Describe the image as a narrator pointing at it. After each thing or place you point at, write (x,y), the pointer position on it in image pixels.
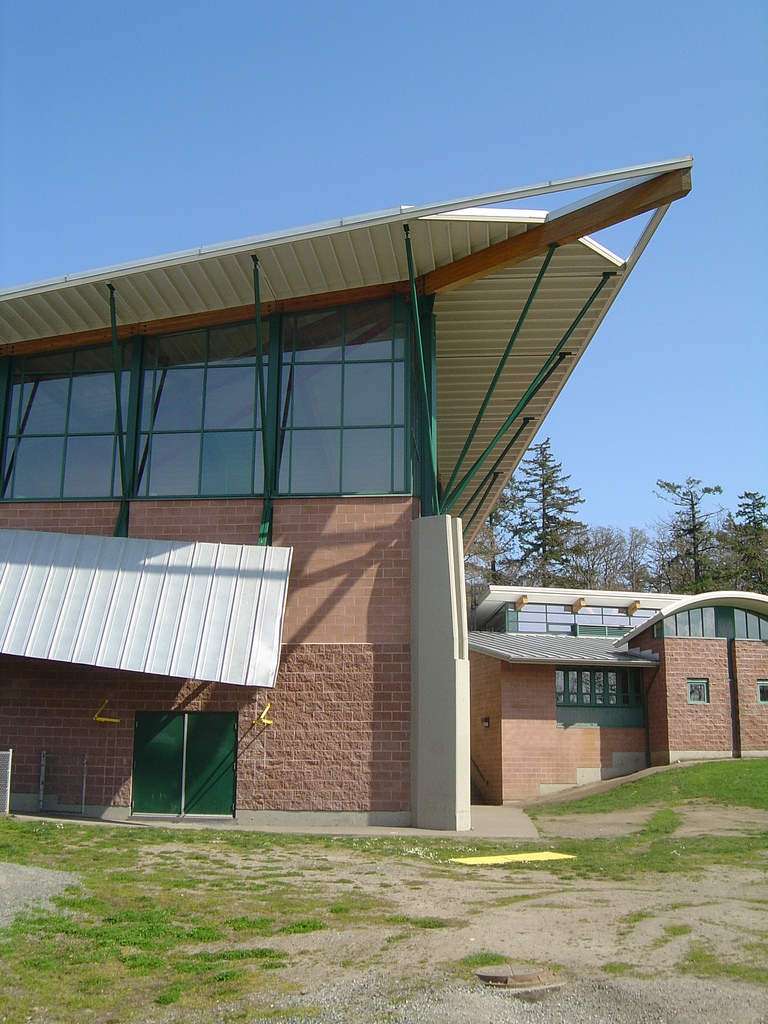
This picture is clicked outside. In the foreground (360,899) we can see the green grass (637,789). In the center (370,415) we can see the buildings (370,463). In the background (221,116) we can see the sky (594,139) and the trees (745,545) and we can see some other objects (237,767).
